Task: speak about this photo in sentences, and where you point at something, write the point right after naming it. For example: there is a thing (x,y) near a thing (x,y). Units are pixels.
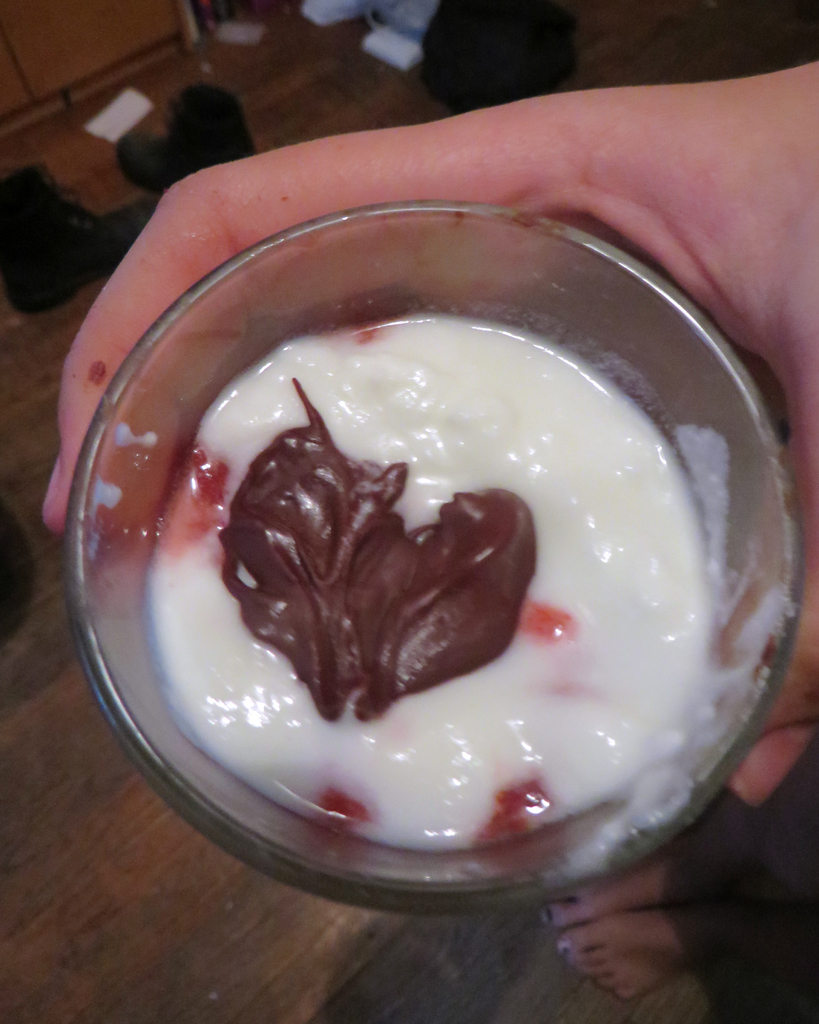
In the picture we can see a glass (707,353) with a cream (388,832) of white in color and on it we can see a chocolate cream (488,614) and a person's hand (800,441) is holding that glass (343,830), under it we can see a wooden floor (314,986).
